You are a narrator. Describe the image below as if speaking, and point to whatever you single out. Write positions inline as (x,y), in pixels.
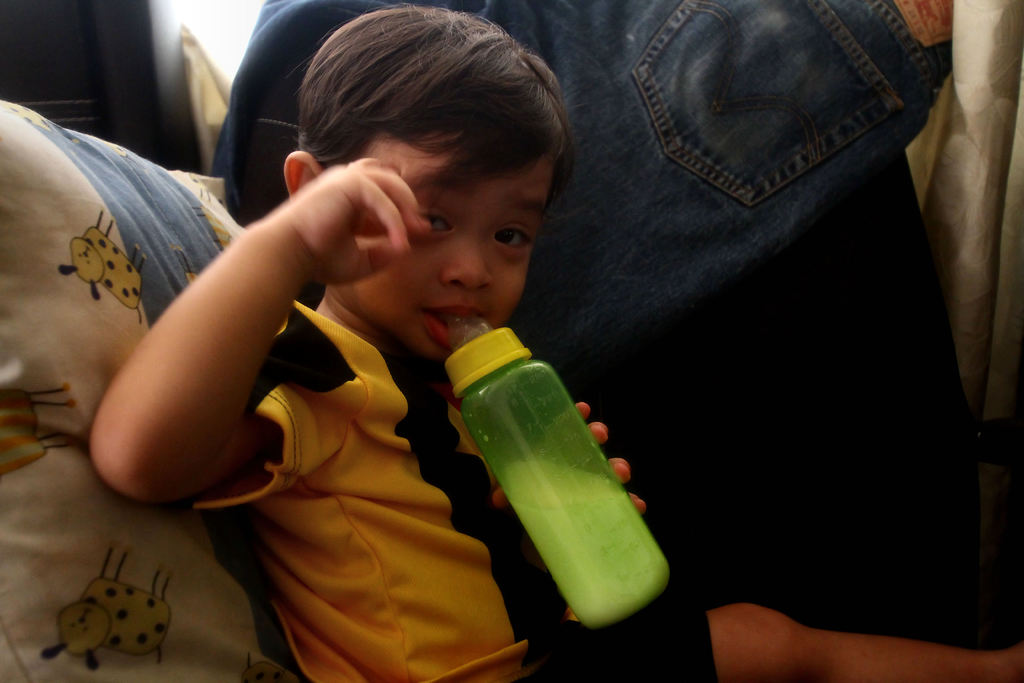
The image is clicked inside the room (699,134). In this, there is a boy (360,47), drinking milk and wearing yellow shirt (424,590). Behind him there is a pillow (92,462). In the background (618,18) there is a jeans pant (820,42) and curtain (939,114).
